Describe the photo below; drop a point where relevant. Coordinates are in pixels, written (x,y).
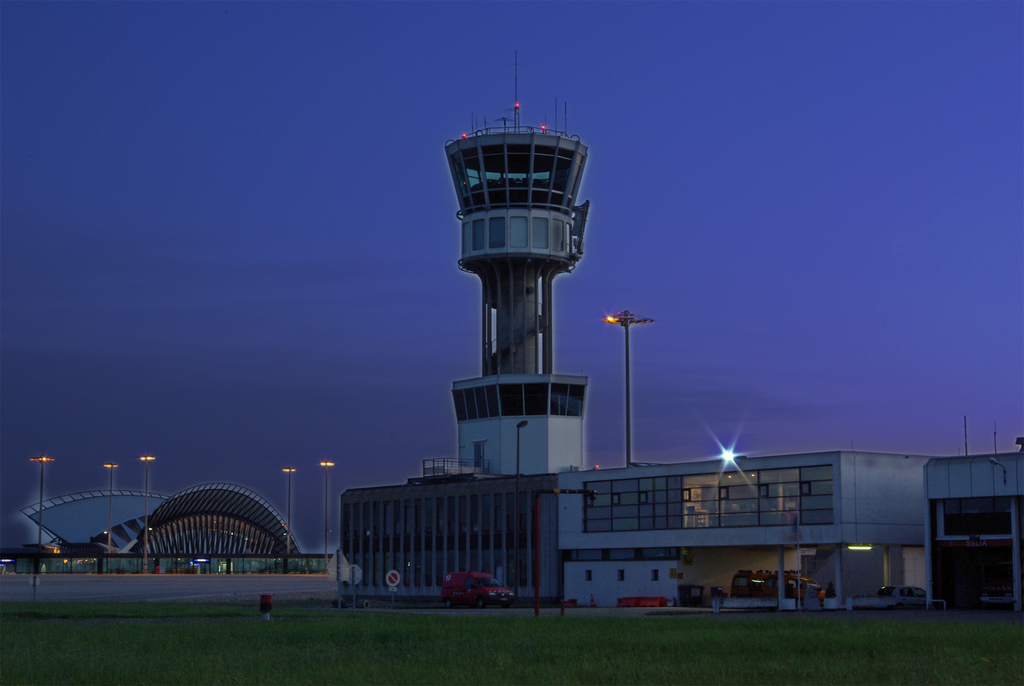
In this picture we can observe some grass (593,654) on the ground (340,642). There is a building (473,529) and a tower (548,197). We can observe a vehicle (461,593) here. In the background (332,490) there are poles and a sky (630,121).
